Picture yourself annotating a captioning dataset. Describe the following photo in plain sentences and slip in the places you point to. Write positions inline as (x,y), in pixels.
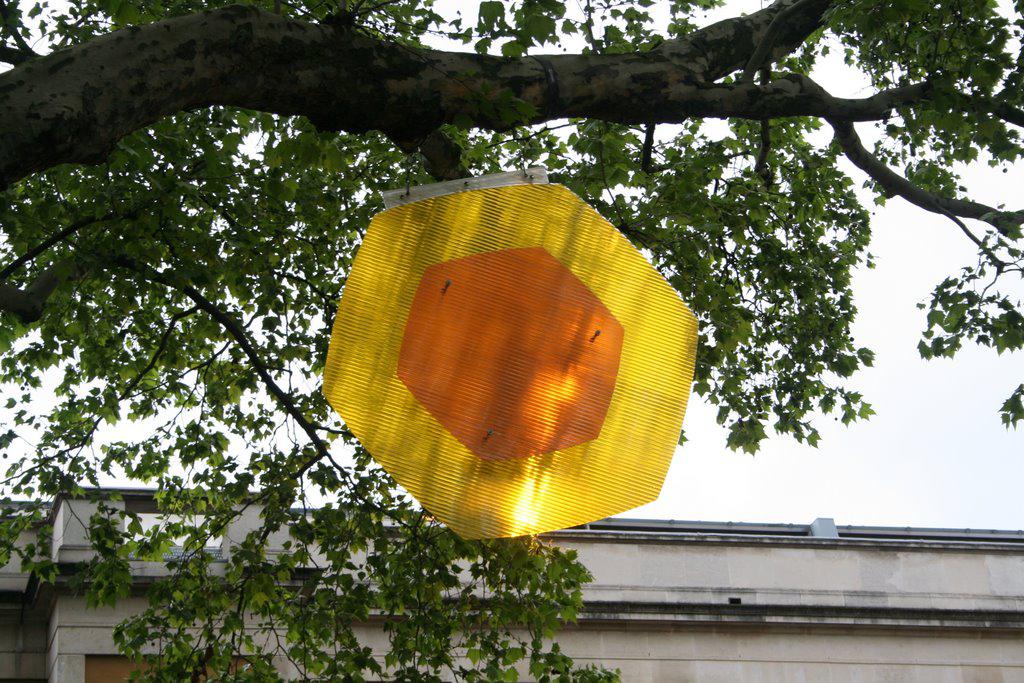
Here we see a tree (464,67) and board (513,476). Background (904,480) there is a building (816,628) and sky (896,465).
